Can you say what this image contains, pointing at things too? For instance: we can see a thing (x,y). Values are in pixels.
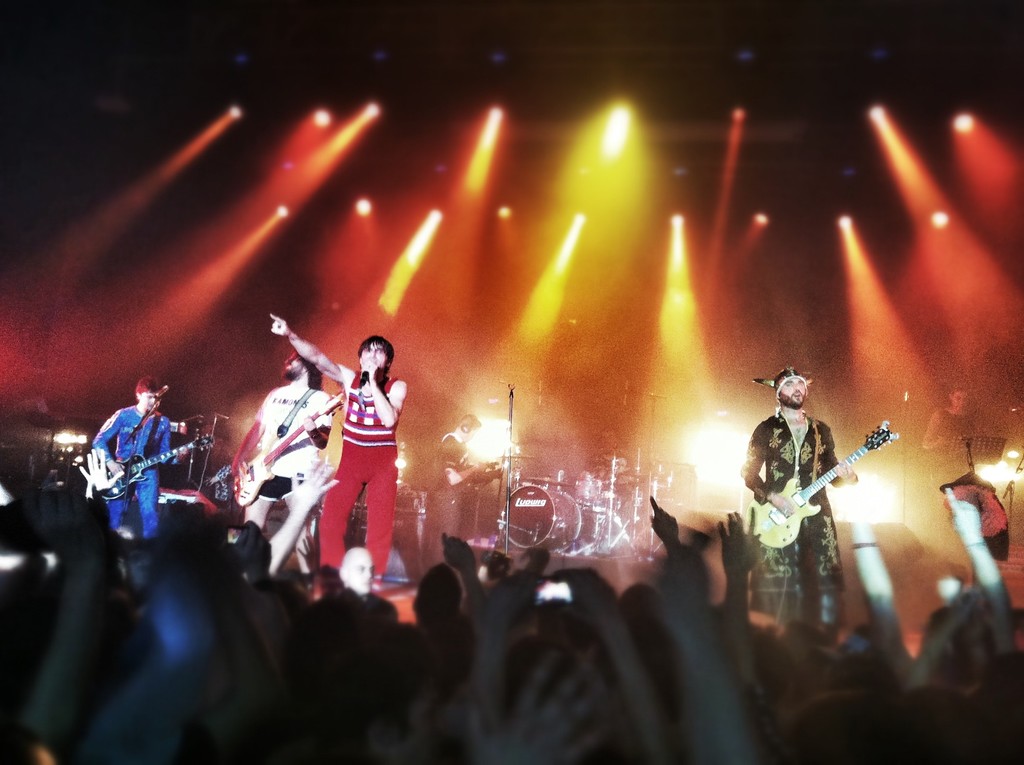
These four persons (362,483) are standing and these three persons (806,530) are playing guitar (773,530), this person (382,368) holding microphone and singing. These are audience (451,612). On the background (568,486) we can see persons (960,390) and musical instruments (567,500). On the top (314,184) we can see lights (982,182).
